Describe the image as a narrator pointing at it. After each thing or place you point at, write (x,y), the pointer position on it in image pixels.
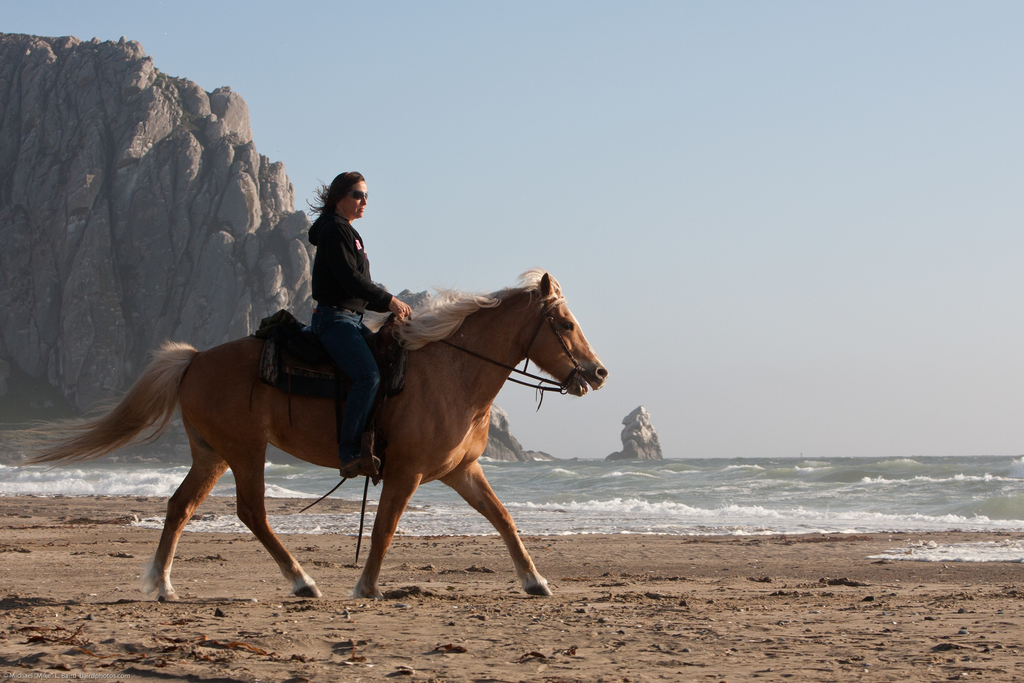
In this image the woman (369,279) is sitting on the horse (429,451). At the back side (184,241) there is a mountain (136,282) and a water (560,497).
